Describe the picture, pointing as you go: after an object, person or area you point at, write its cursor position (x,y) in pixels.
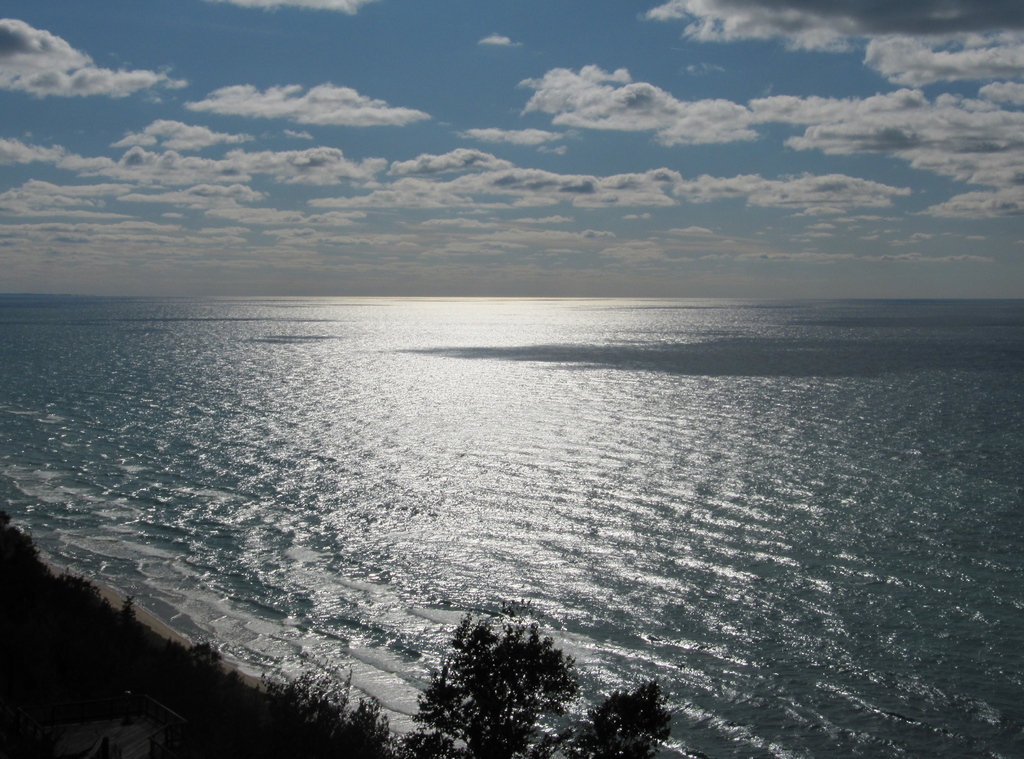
In this image I can see few trees (500,700) and the water (309,627). In the background (459,185) I can see the sky (462,124).
